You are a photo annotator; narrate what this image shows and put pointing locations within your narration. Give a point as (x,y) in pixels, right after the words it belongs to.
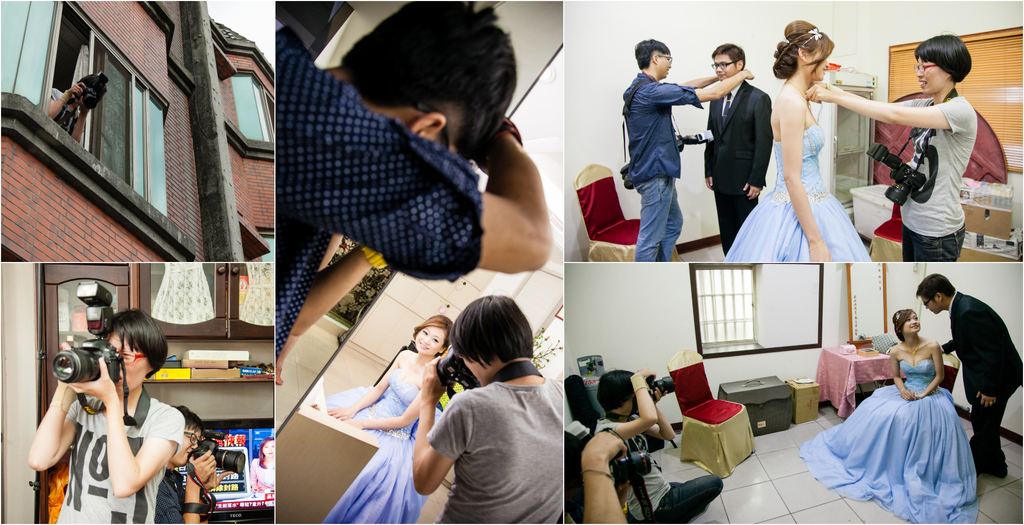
In this picture we can see a collage image where here person (73,115) standing at window (66,79) and holding camera (91,87) in his hand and in this we can see woman (131,340) holding camera (110,364) and taking picture and in background (201,335) we can see racks (207,327) with book (208,356) and this three are of same image where woman (801,149) dressed very nicely and taking picture of her.
